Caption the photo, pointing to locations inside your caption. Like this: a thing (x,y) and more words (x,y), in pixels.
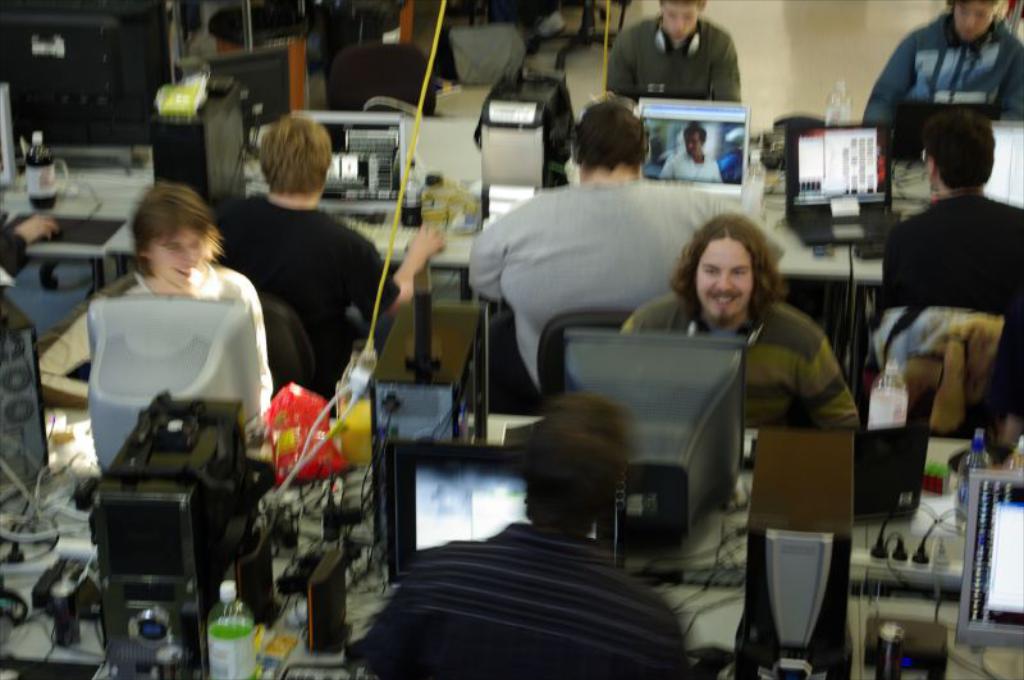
In this image, we can see group of people (795,367) who are sitting and using systems (344,190).
